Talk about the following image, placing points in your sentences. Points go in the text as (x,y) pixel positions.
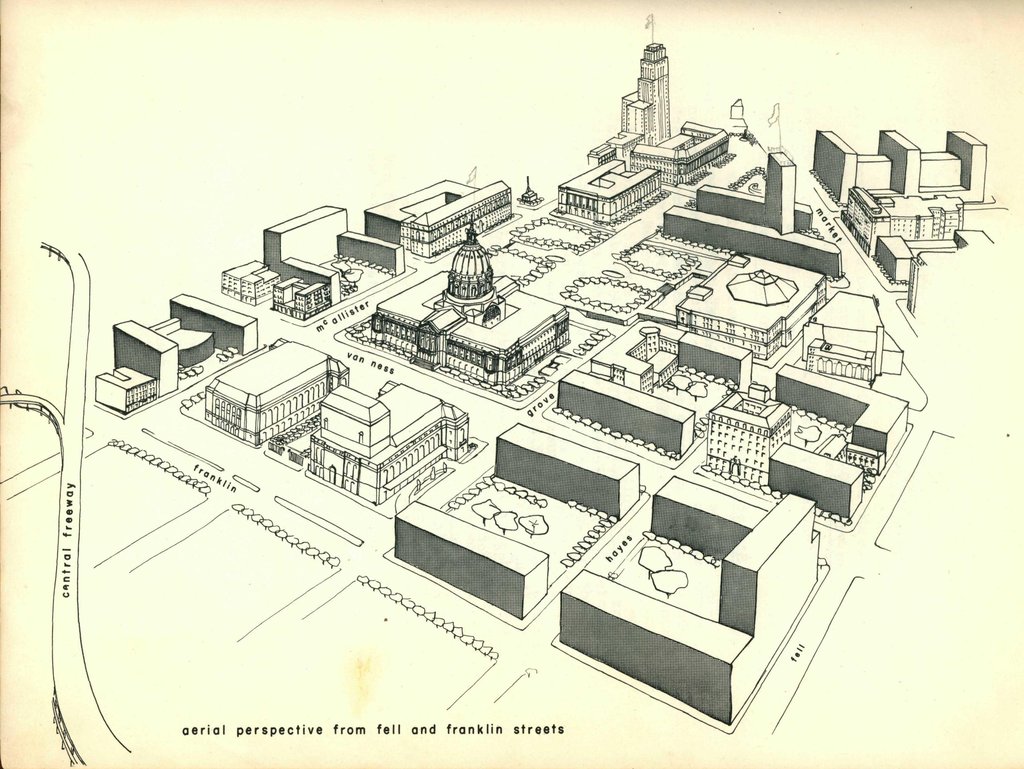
In this image I can see the paper (246,344). On the paper (356,494) I can see the print (554,466) of many buildings (651,435) and something is written on it.
